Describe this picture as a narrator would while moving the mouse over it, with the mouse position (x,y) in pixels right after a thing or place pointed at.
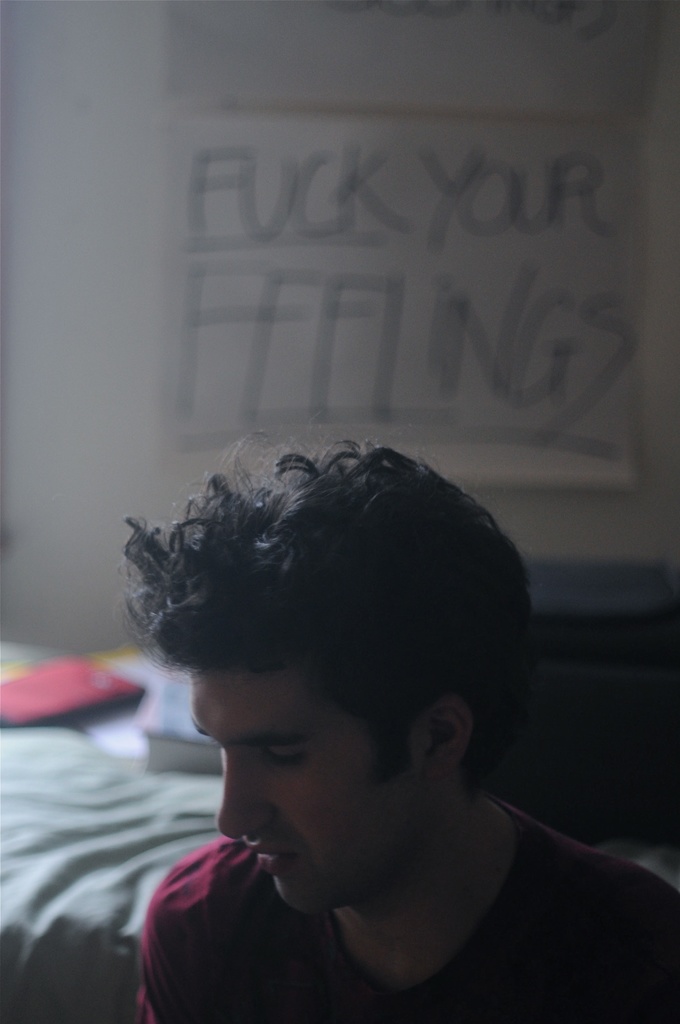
In this picture there is a person (469,912) wearing red T-shirt (256,917) and there are few books (123,701) behind him and there is a paper (384,204) which has fuck your feelings written on it is attached to the wall (32,172) in the background (242,221).
